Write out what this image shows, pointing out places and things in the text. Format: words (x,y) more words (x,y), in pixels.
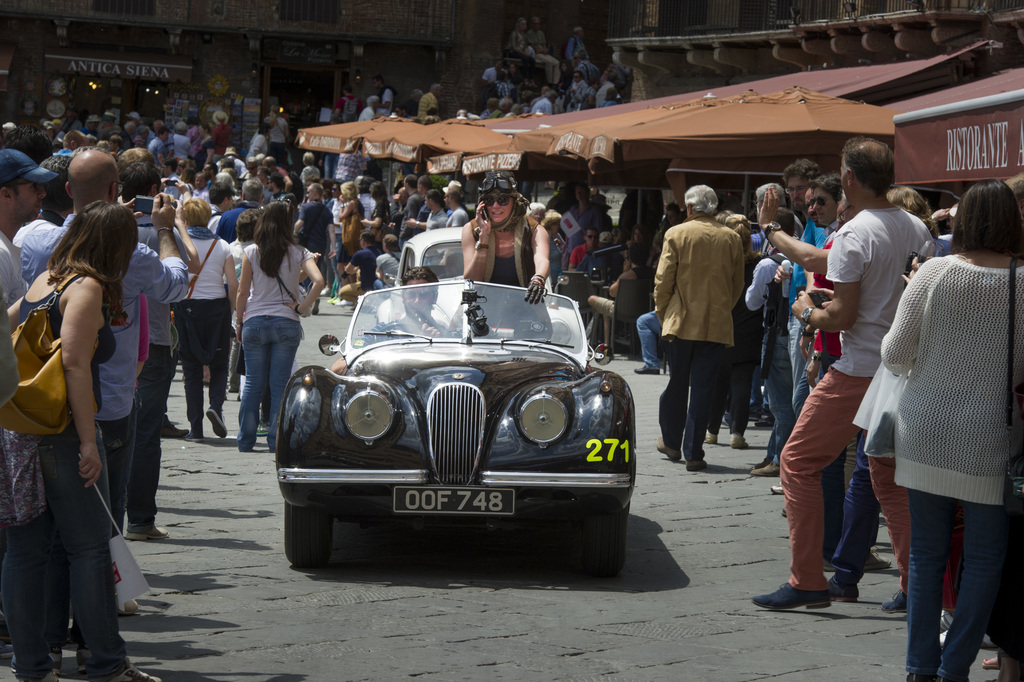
There is a group of people (256,214). They are standing. In the center (414,335) we have a two persons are riding on a car (456,446). We can see in background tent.
